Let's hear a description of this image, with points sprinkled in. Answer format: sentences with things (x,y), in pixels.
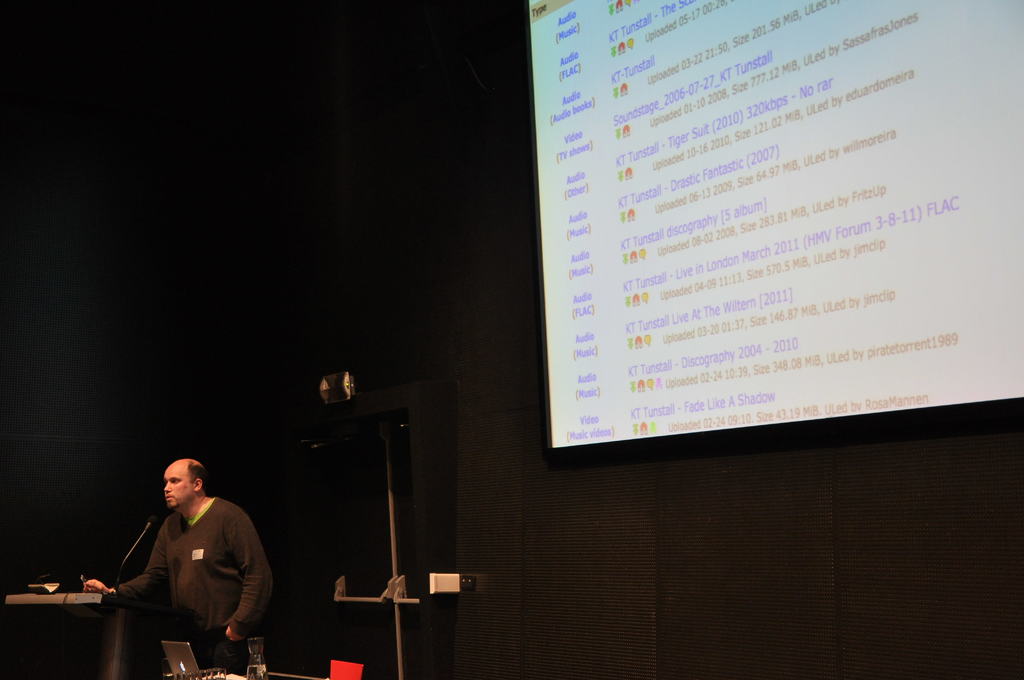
In the bottom left corner of the image (53,596) there is a table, on the table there are some laptops (173,670), glasses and microphone (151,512). Behind them a person (198,618) is standing. In the bottom right corner of the image (740,570) there is wall (429,240), on the wall (486,358) there is a screen (1013,288).
